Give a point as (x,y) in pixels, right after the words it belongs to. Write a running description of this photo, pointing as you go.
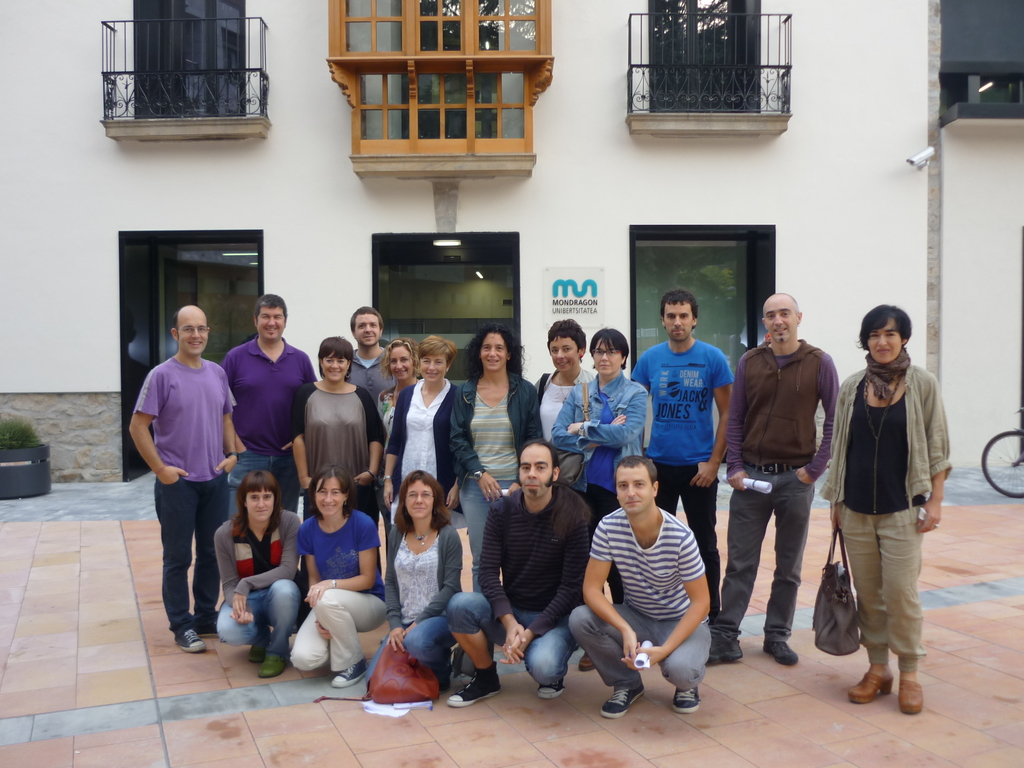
This image consists of many people (503,559). At the bottom (512,706), there is a floor (519,706). In the background (781,96), we can see a building (628,79) along with the windows (370,31) and doors (653,319). On the right (1007,484), it looks like a cycle (990,477). On the left (8,487), there is a potted plant (9,487).
